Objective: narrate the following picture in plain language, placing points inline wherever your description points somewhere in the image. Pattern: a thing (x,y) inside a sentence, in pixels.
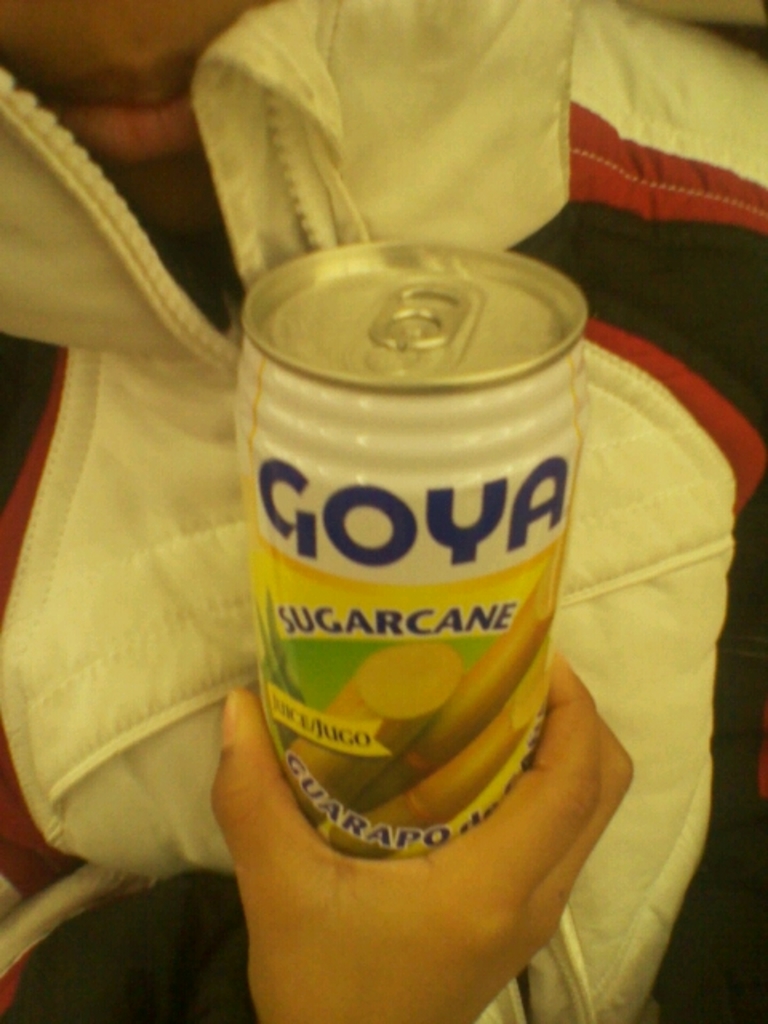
In this image I can see the person (144,698) with the red, black and white color dress (241,657). I can see the person (156,729) is holding the tin (421,667).
